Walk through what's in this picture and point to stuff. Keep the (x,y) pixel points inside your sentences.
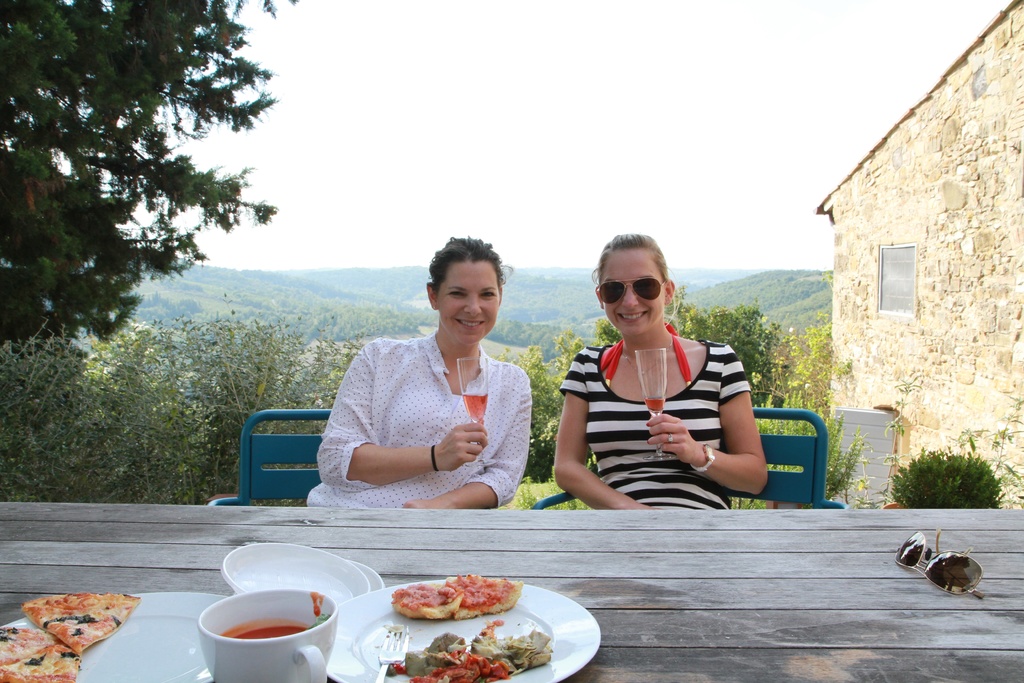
On the background (514,190) we can see sky (611,201), hills (750,289) trees (100,89). This is a house (921,272). Here we can see two women (705,446) sitting on chairs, holding drinking glasses (470,390) in their hands (685,439) and smiling. On the table (721,585) we can see goggles (920,547), cup (260,619), pizza slices (60,633) in a plate (182,658) and a fork (392,653).
